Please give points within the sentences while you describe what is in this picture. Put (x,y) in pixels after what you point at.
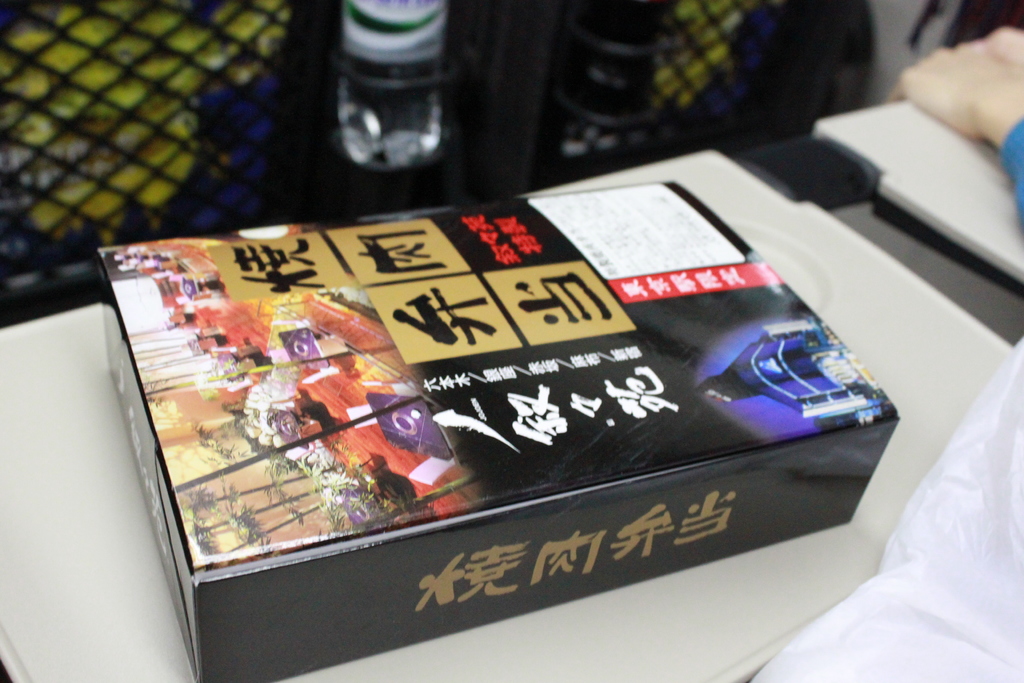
This is a picture of a box (445,325) on white tray table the box (308,429) has some different color of things (440,339) written on it black, red, blue, golden and there is a bottle (384,136) beside the box (309,414).
